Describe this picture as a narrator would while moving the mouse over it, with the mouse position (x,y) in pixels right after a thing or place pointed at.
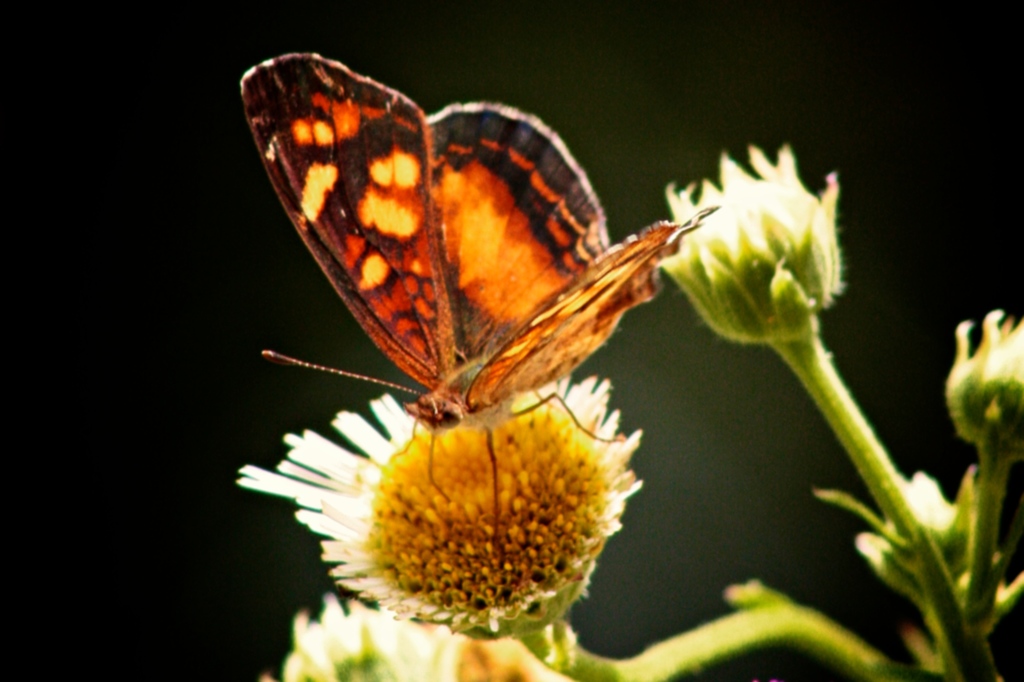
In this picture we can see butterfly (400,263). This is standing on the flower (531,560). On the right (935,595) we can see flowers (944,536) and plant (944,566).
